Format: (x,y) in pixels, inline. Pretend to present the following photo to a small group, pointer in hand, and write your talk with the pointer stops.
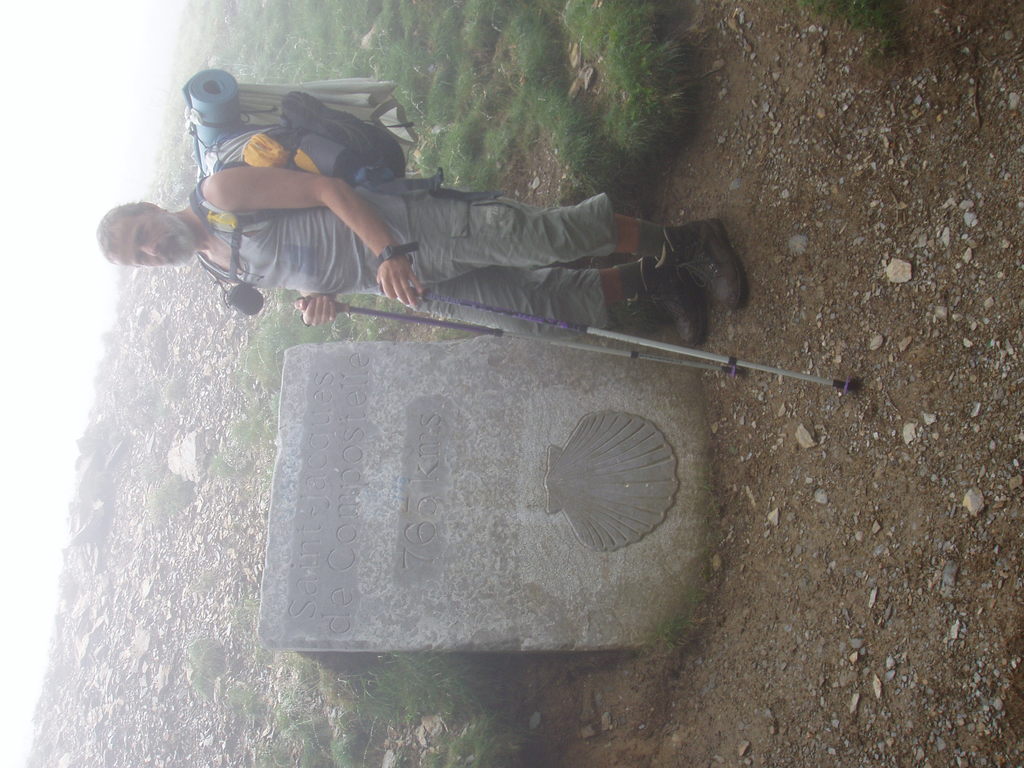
In this image we can see a person (462,254) wearing a bag (338,150) and holding few objects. There is a grassy land (519,69) in the image. There are many stones (205,568) in the image. There is a memorial stone (496,494) in the image.
